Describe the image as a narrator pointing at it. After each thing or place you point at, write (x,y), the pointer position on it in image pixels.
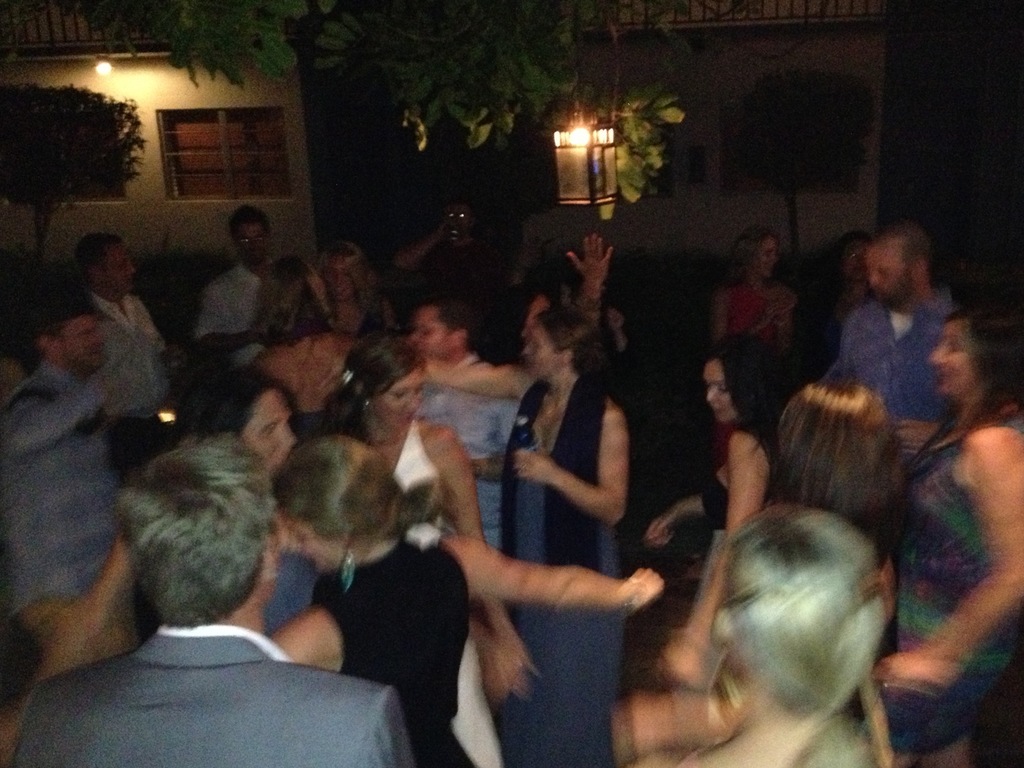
In this image we can see a group of people (647,530). In the background of the image (437,191) there are some houses (704,128), trees (496,135), lights (600,143) and some other objects (251,139).
